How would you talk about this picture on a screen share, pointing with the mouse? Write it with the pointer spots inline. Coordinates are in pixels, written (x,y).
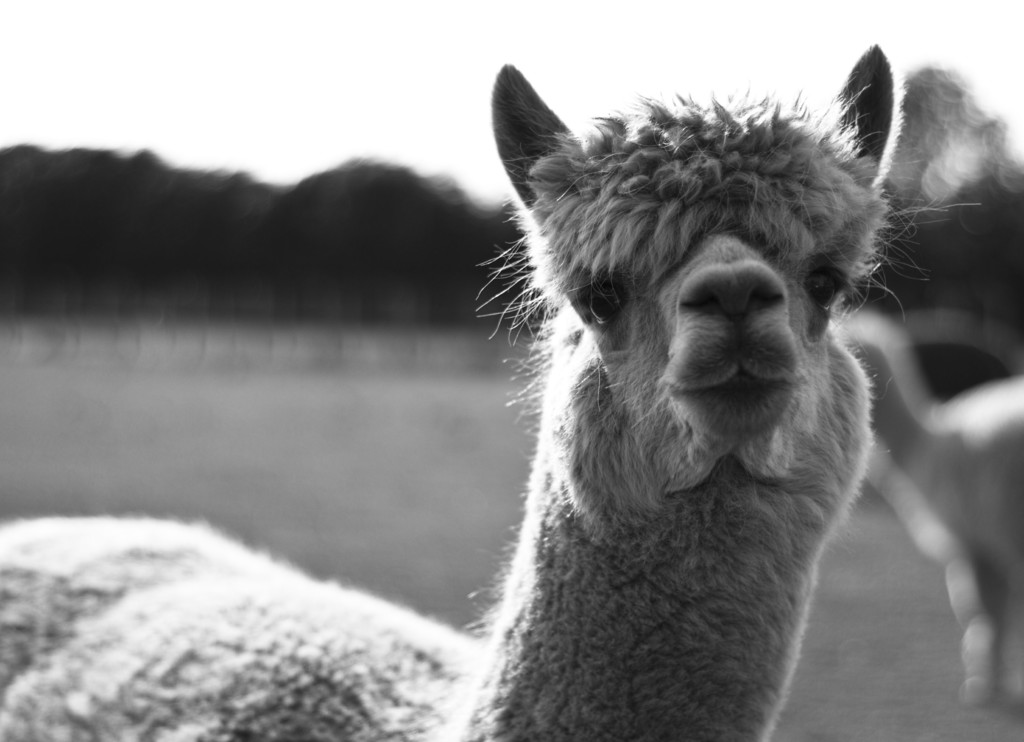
It is a black and white image. In this image we can see an animal (623,613) and the background (330,227) is blurred.
